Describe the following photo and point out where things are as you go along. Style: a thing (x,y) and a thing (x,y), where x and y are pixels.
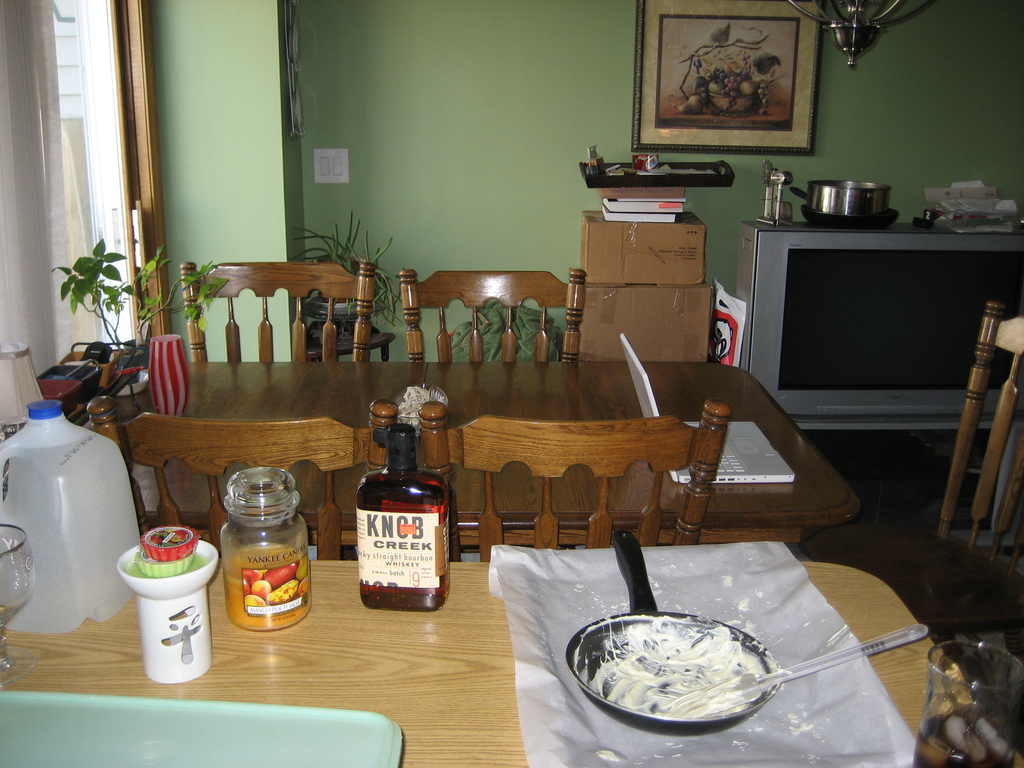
In this image we can see a dining table (480,390), chair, lamp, flower pot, glass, jar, tray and pan (643,680). The frame (662,121) and a switchboard (344,160) is attached to the wall (436,125). There are cardboard box (660,254) and a tray book (647,200). There is a television (908,370) in the room (887,439).
